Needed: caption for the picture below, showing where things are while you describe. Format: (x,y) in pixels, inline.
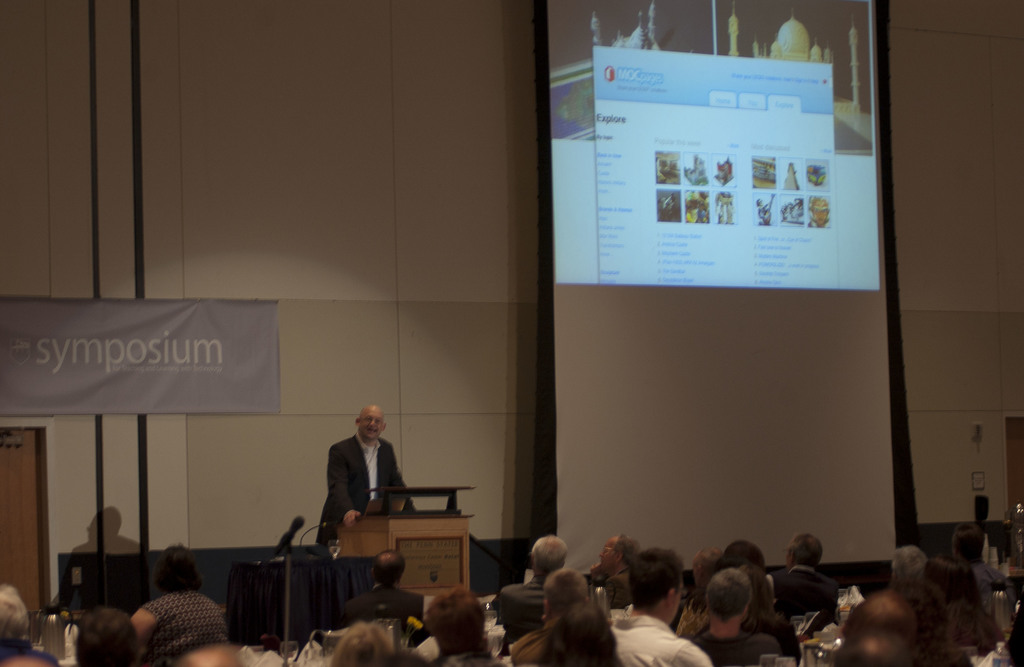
This picture shows few people (523,589) seated and we see a man (371,416) standing at a podium (439,523) and speaking with the help of a microphone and we see a projector screen (565,535) and a banner (253,303) on the wall (256,423). Man (364,415) wore spectacles (382,422) on his face (371,432) and a black coat (383,461).
